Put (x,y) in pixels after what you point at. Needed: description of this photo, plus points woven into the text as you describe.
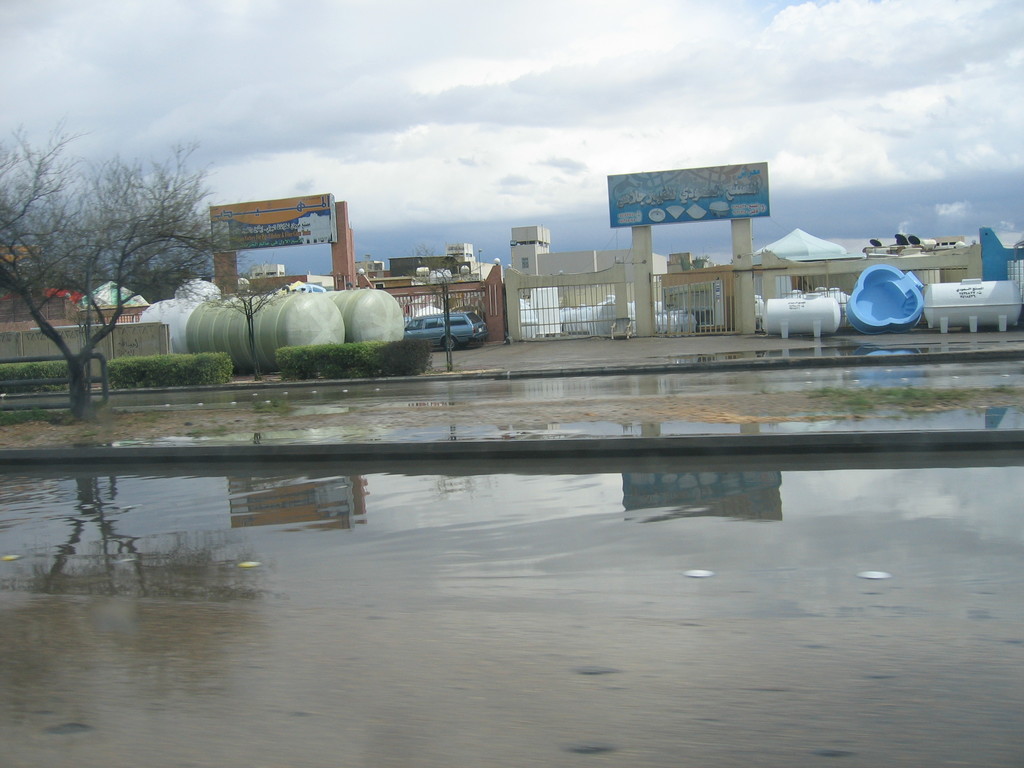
In the center of the image (545,293) there are buildings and we can see containers (839,317). There are boards (329,207). On the left (133,378) there are trees (165,285) and hedges (159,375). In the background (373,106) there is sky (366,135). At the bottom (315,528) there is water (527,525).
